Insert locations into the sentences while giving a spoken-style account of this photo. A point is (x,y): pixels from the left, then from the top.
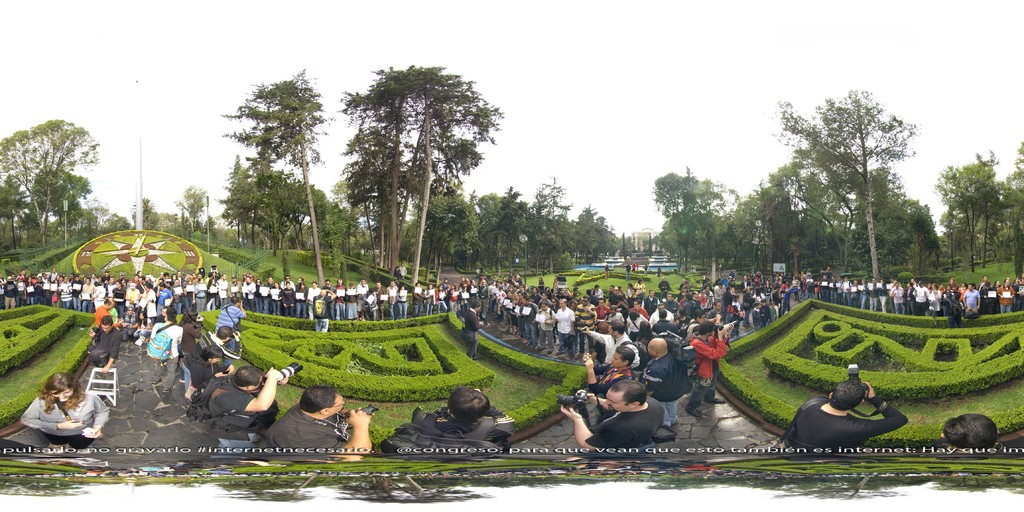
At the bottom of the image (236,442) few people (211,330) are standing and holding some cameras (587,355) and bags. Behind them we can see grass (1007,392) and trees (225,215). At the top of the image (412,43) we can see the sky (563,141).
